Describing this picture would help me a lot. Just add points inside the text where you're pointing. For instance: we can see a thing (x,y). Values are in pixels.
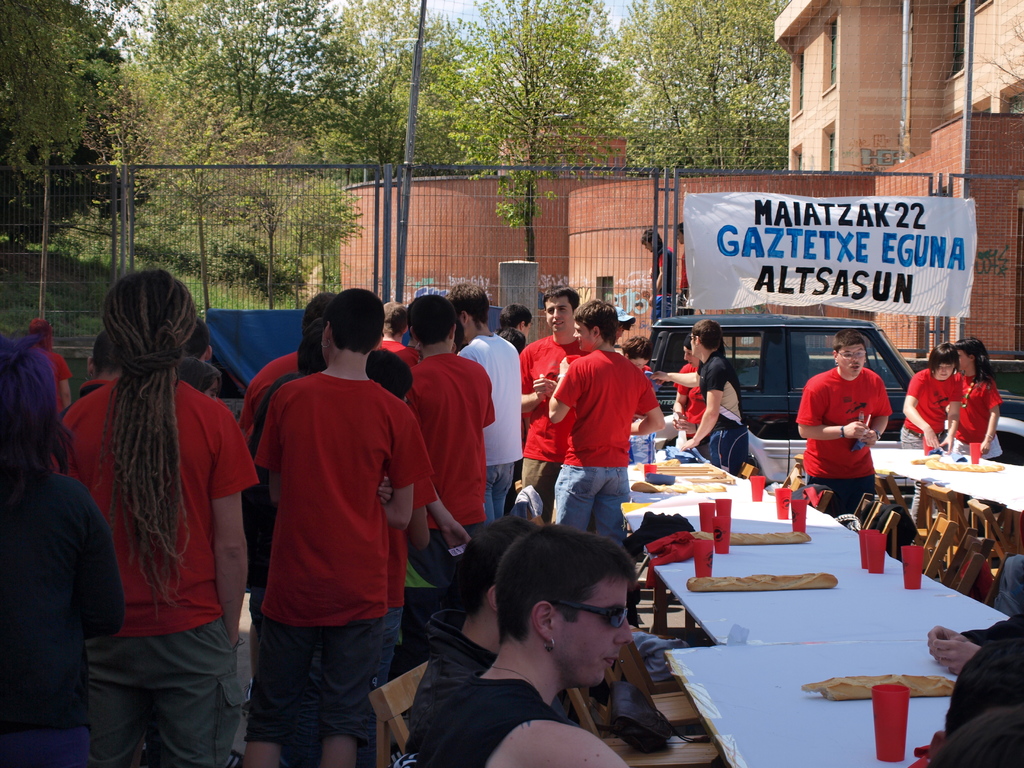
In this picture we can see a group of people (488,583) where some are sitting on chairs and some are standing and in front of them on table (698,463) we have glasses (864,564), clothes (643,528), jar (644,459) and in the background (790,369) we can see vehicle (824,343), banner (780,237), fence (625,202), trees (513,81), building (839,85) with windows (829,57).
